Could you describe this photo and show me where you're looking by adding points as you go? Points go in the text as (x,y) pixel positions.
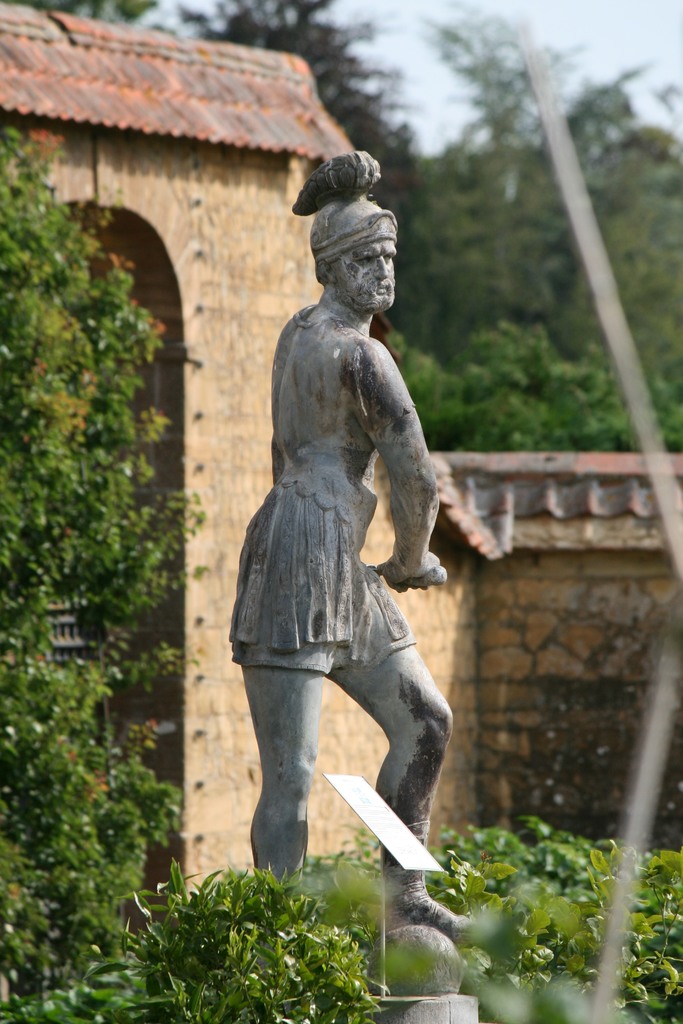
In this image I can see a statue of a person (284,677) standing which is grey and black in color. I can see few trees (118,944) which are green in color. In the background (266,320) I can see the wall (618,612), an arch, few trees (512,288) and the sky (607,48).
